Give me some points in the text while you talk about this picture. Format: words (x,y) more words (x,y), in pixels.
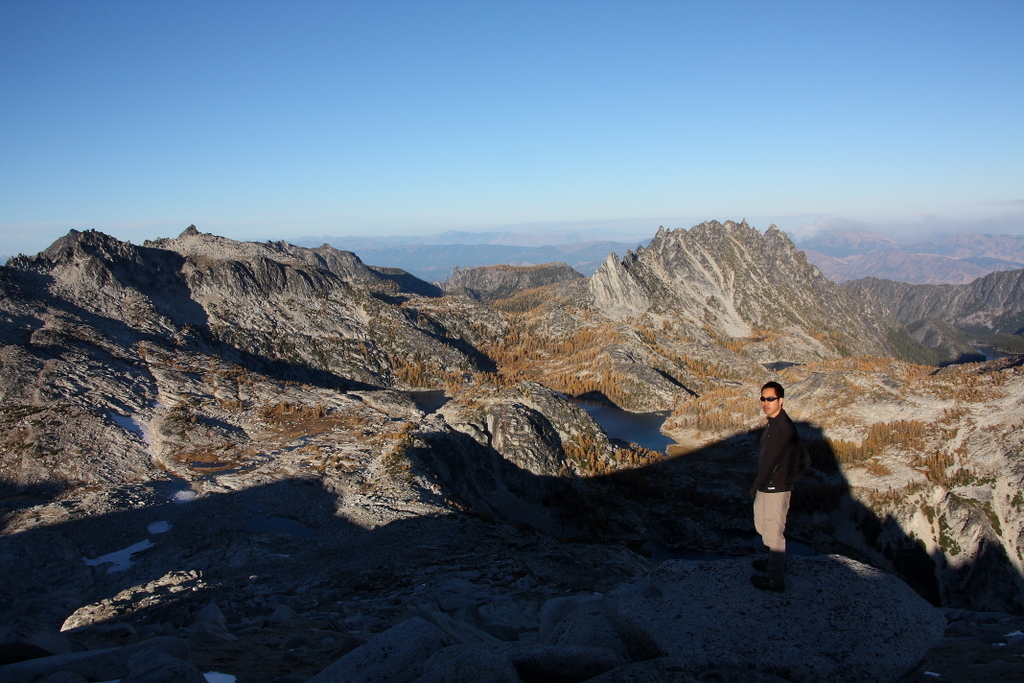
To the right side of the image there is a person (776,389). In the background of the image (489,370) there are mountains (643,306). At the top of the image (524,90) there is sky (372,132).
